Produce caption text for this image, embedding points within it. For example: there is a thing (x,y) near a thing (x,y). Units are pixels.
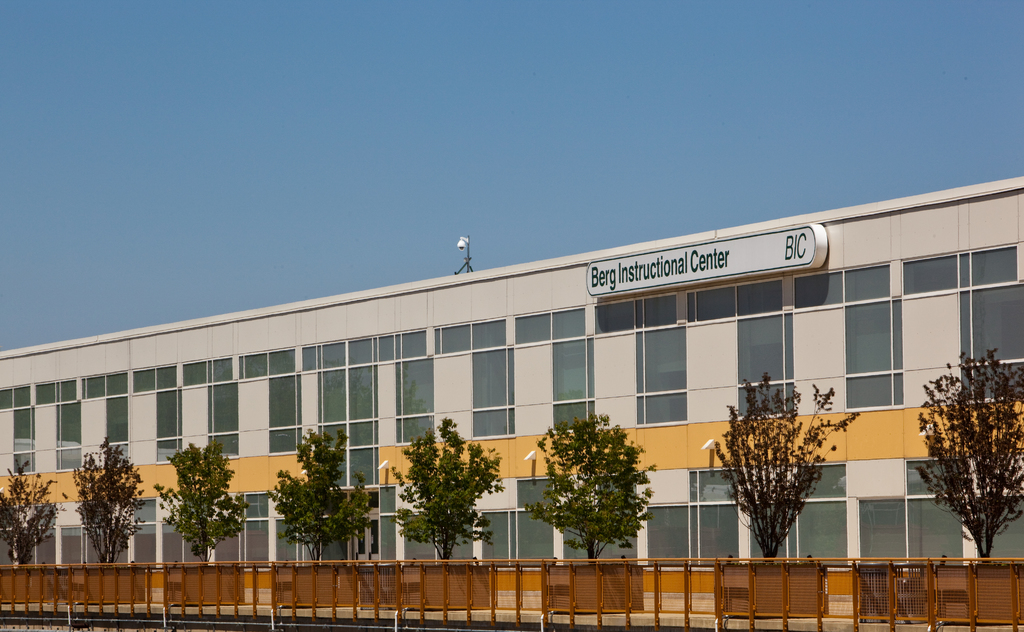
In this image I see a building (808,389) and I see a board (809,250) over here on which there are few words (695,266) and I see the trees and I see the fencing (358,595) over here. In the background (323,35) I see the blue sky (501,128).
